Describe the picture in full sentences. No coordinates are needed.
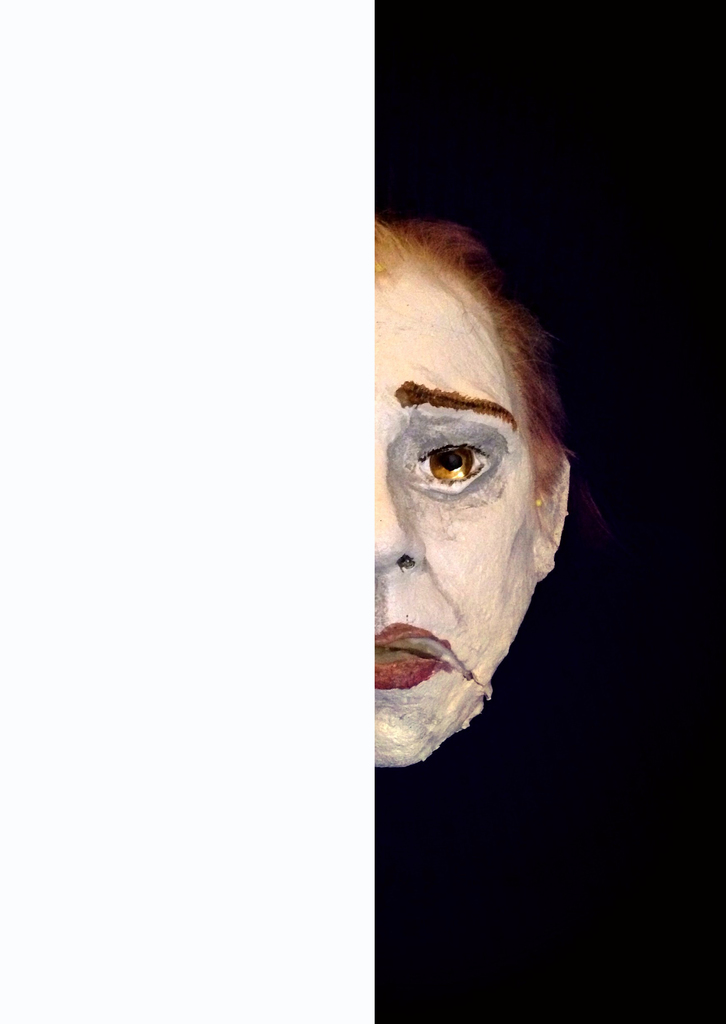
In this image we can see a human face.
